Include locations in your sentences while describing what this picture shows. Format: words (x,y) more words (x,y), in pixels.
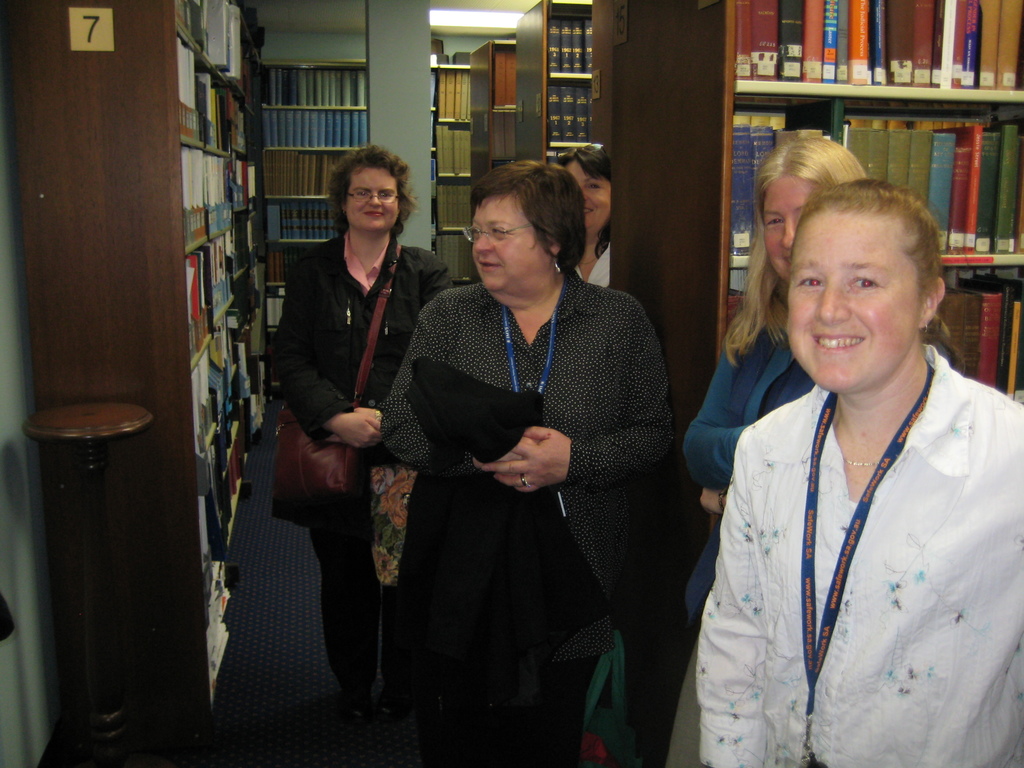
In the center of the image (504,369) there are five ladies (538,735). In the background of the image (264,236) there are bookshelves (598,88). To the right side of the image (931,16) there is a bookshelf (875,140).
